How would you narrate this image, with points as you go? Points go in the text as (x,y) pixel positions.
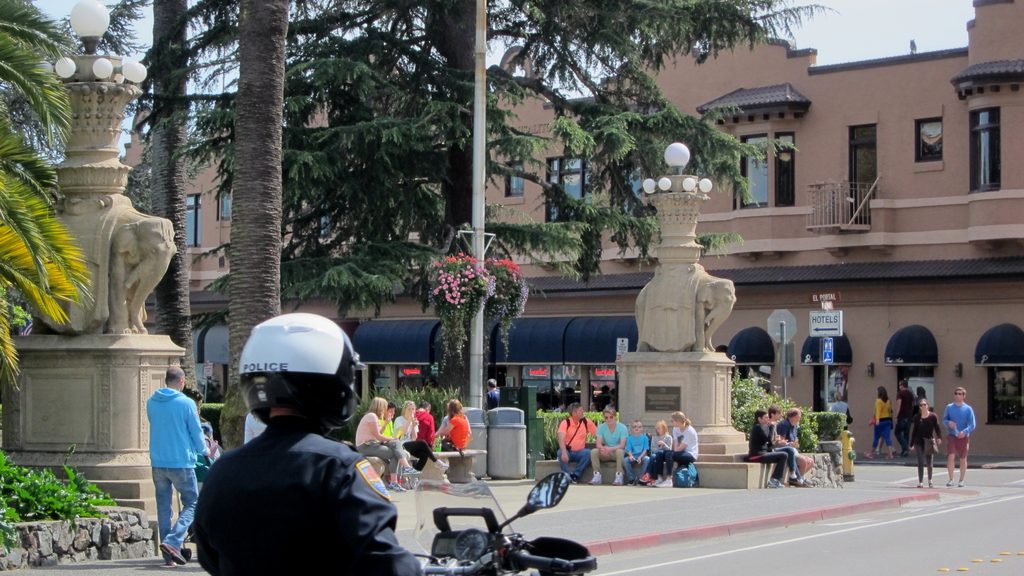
In the image we can see there are many people (770,424) around they are wearing clothes (598,453) and shoes (804,482). Some people (916,429) are walking and many are sitting. This is a road (897,537), bike (498,529), helmet (339,354), pole (475,146), light (664,183), fence (830,205), sculpture of an elephant (139,226), building (768,172) and the windows (791,164) of the building (824,156), trees (35,94), plants (37,497) and a sky (849,48).
